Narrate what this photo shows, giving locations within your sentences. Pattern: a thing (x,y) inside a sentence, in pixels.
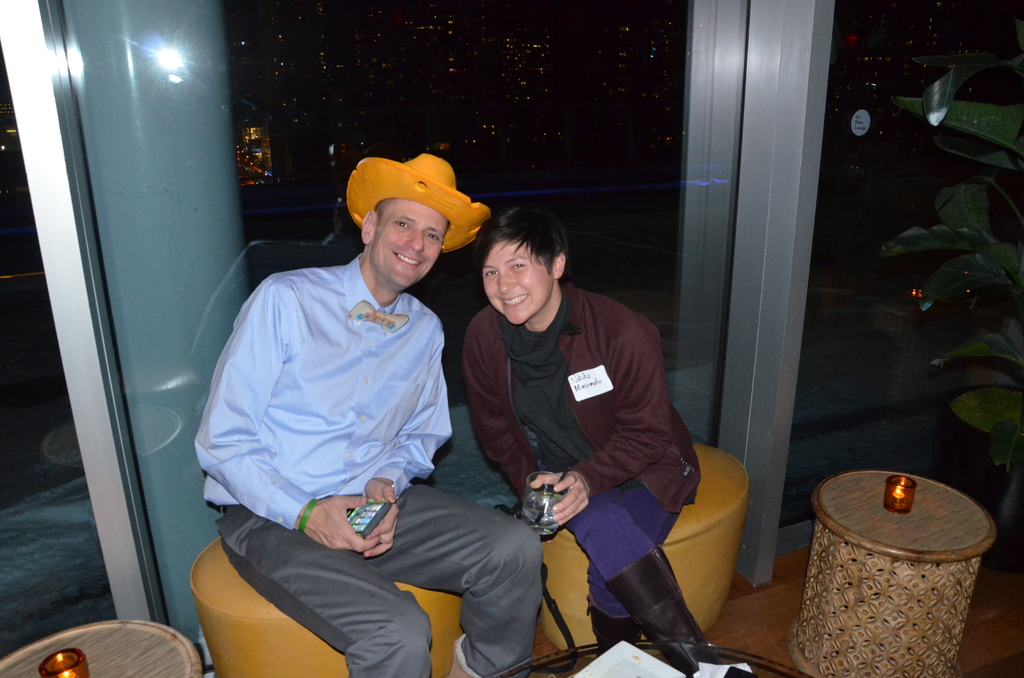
In this image there are two persons (540,421) sitting on sofas (561,536) and leaning to a glass door (568,189). There is a person (398,213) towards the left (246,388) and he is wearing blue shirt (339,378), grey trousers (328,572), yellow hat (401,188) and he is holding a phone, besides him there is a person (508,375), she is wearing a black t shirt (557,346), brown jacket (626,341), purple trousers (613,515) and black shoes (634,580) and she is holding a glass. Towards the right (929,659) there is a table (926,520) and a candle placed on it. Behind the table (923,508) there is a plant (983,425) and background (541,108) is dark.
